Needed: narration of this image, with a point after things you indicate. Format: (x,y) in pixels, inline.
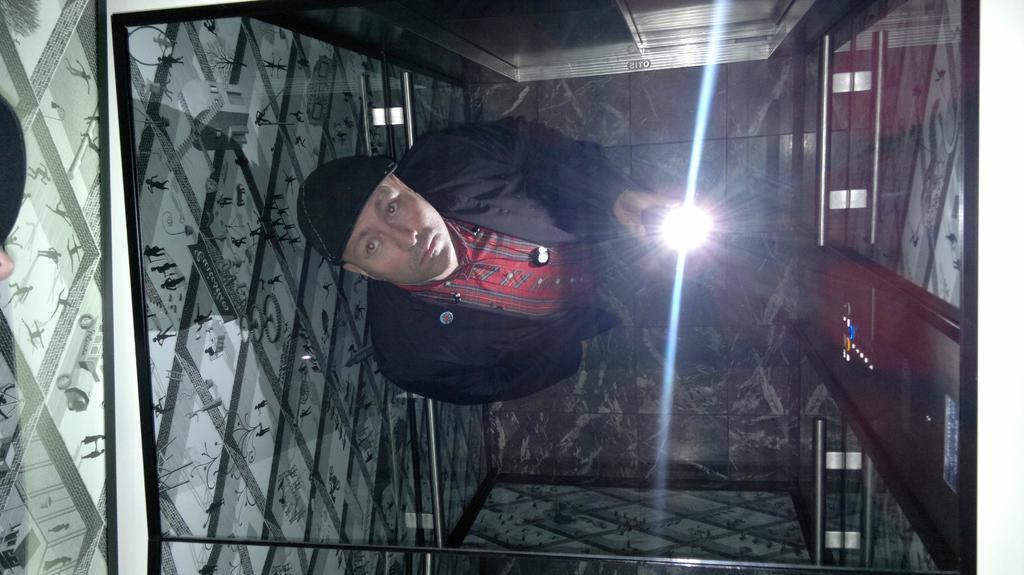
In the image we can see a man (520,345) wearing clothes (475,336), cap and holding the torch (689,239) in hand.
